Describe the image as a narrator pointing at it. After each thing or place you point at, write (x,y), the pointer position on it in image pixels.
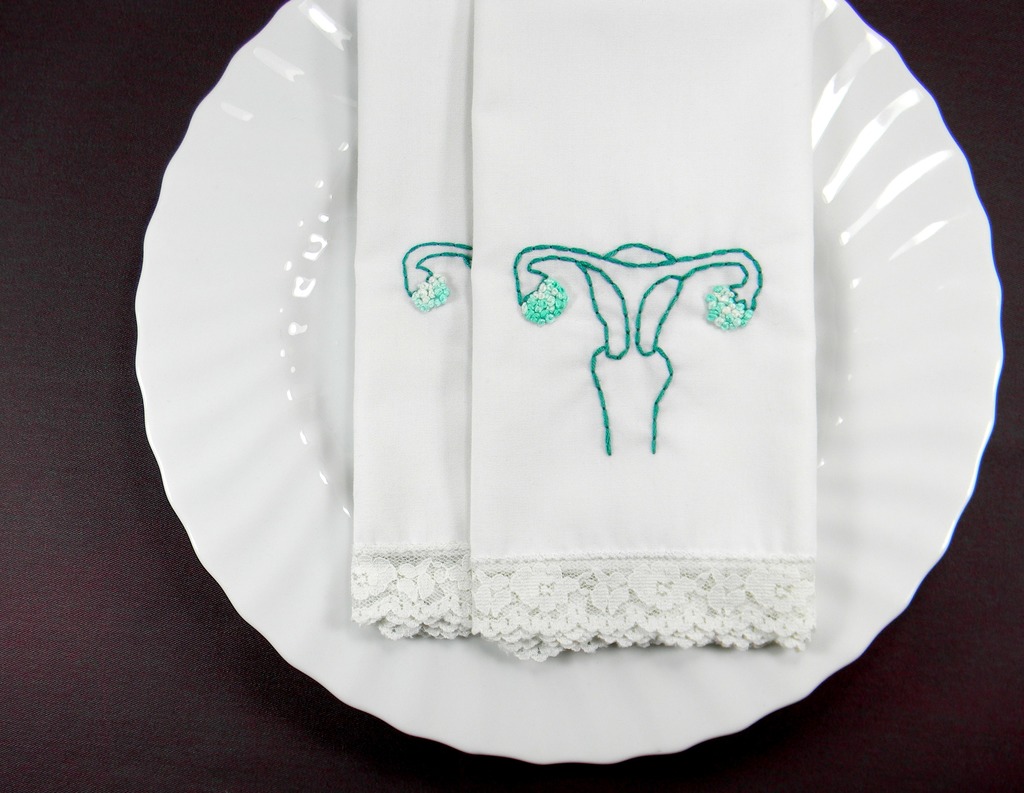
In the image there is a plate (829,313) and on the plate (844,319) there are two white cloths (494,227) and some image (683,279) is stitched on those cloths (620,386).
